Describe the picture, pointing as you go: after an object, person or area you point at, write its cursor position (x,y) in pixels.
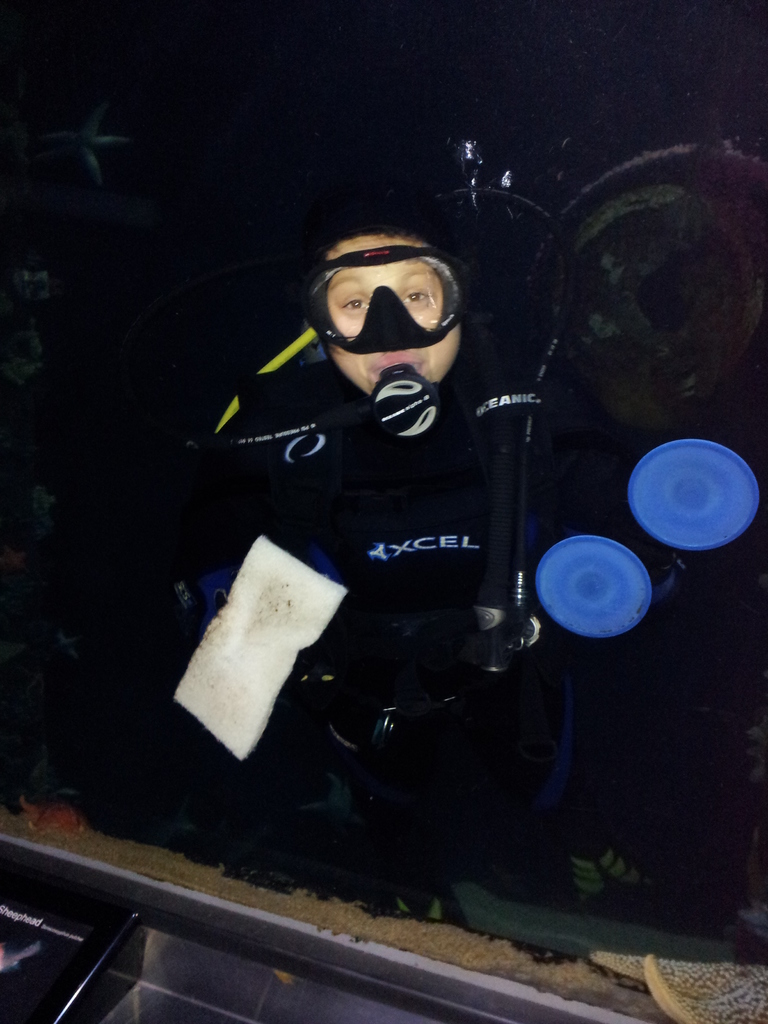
In this picture we can see a person (249,451), swimming goggles (425,315) and some objects (304,594) and in the background (135,375) it is dark.
